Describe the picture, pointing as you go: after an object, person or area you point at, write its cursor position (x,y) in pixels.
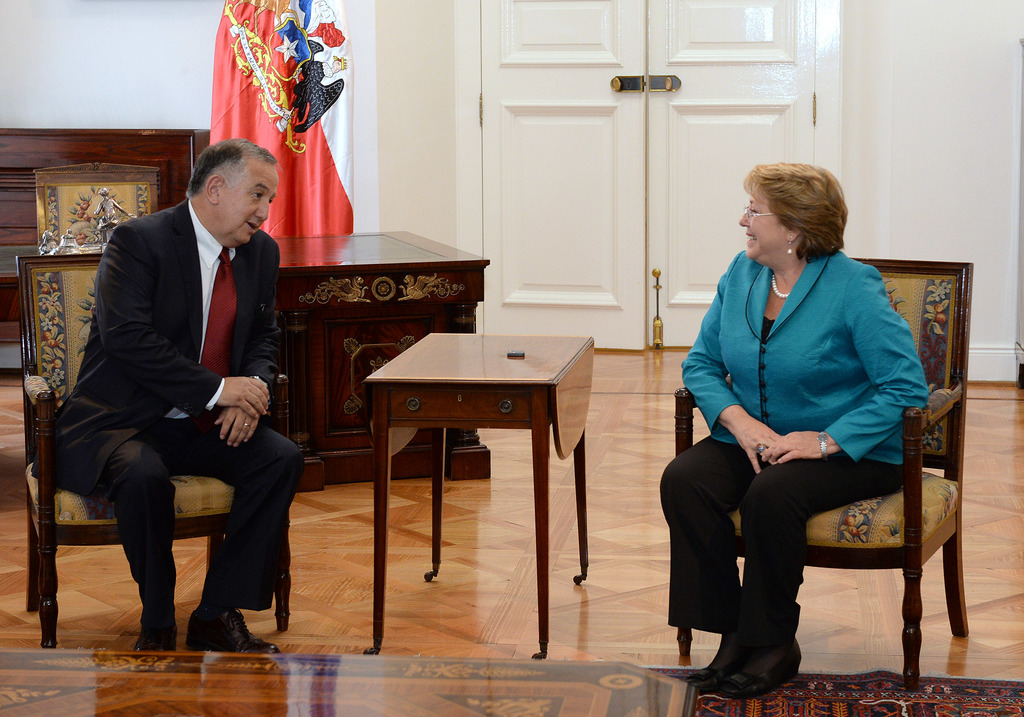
Here we can see men (112,320) and women (817,331) both sitting on chairs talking to each other with table (480,390) in front of them and behind them we can see a flag (277,97) and a door (714,112) present.
